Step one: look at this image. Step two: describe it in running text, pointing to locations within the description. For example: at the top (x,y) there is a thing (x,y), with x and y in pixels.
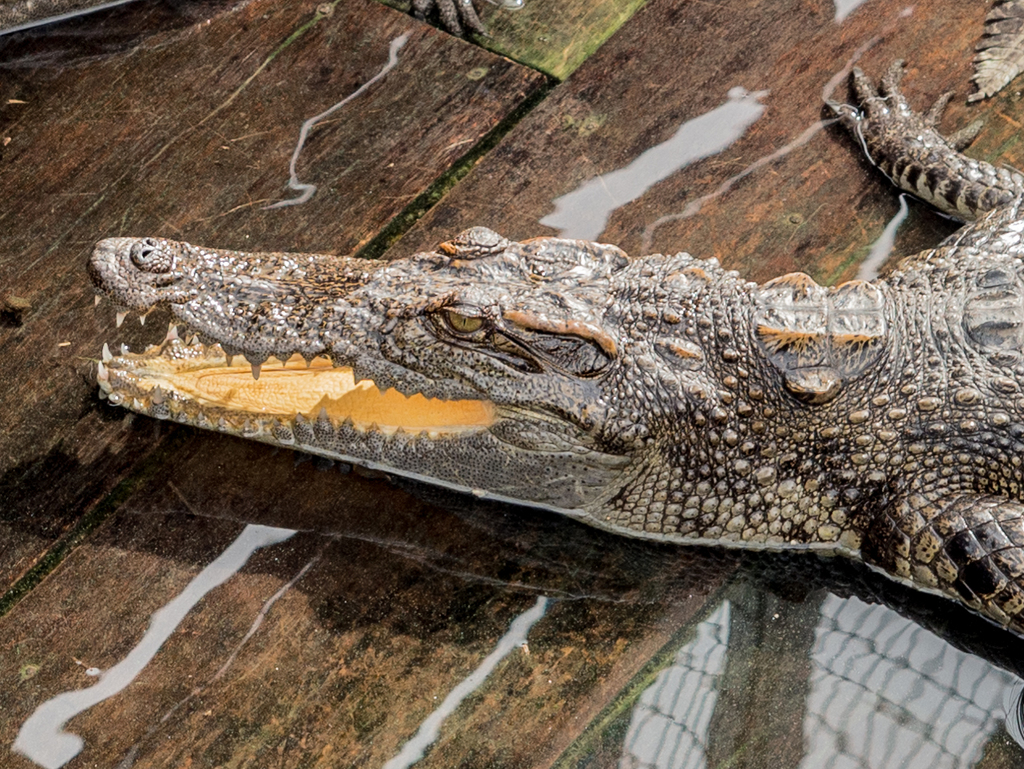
In the center of the image (502,378) there is crocodile (567,426).
